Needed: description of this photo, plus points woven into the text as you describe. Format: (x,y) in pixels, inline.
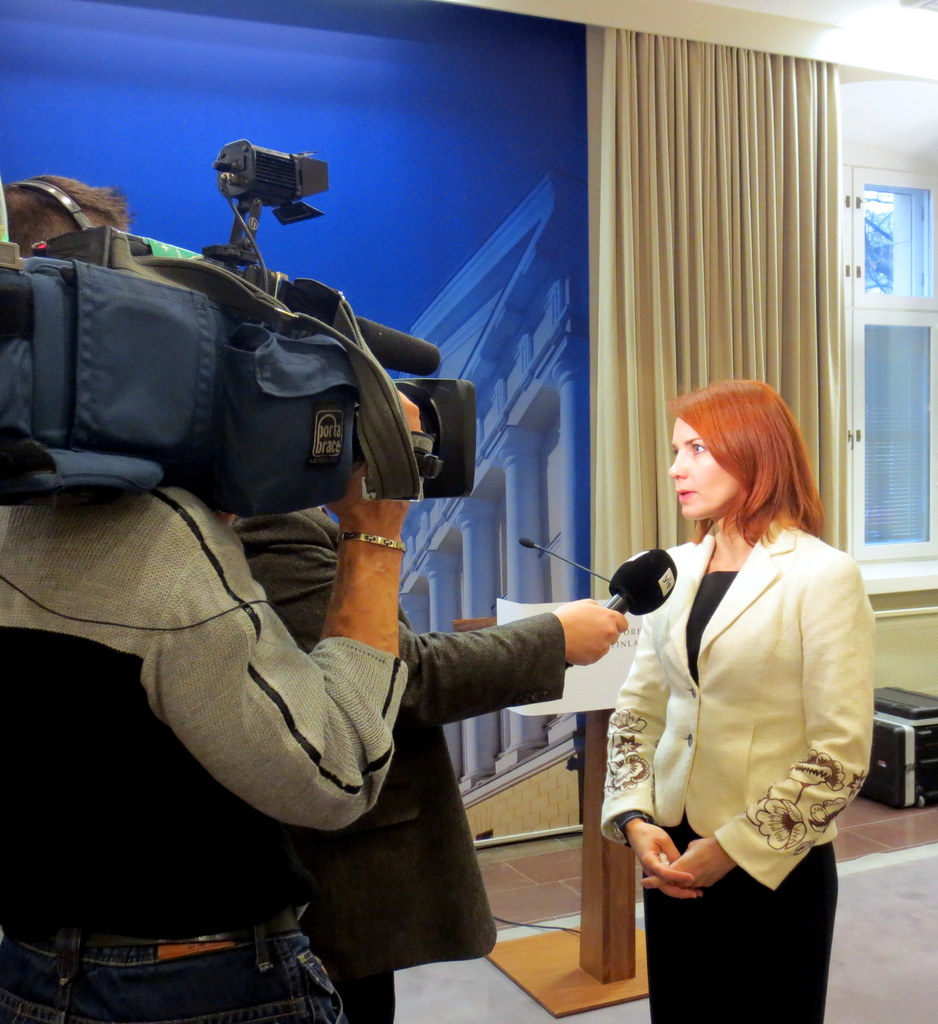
In the image there is a woman (715,939) being interviewed by a person (474,699) and behind the person (478,686) there is a man (152,682) standing by holding a camera (271,292), in the background (589,271) there is a table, poster (539,396), curtain (727,205) and window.
